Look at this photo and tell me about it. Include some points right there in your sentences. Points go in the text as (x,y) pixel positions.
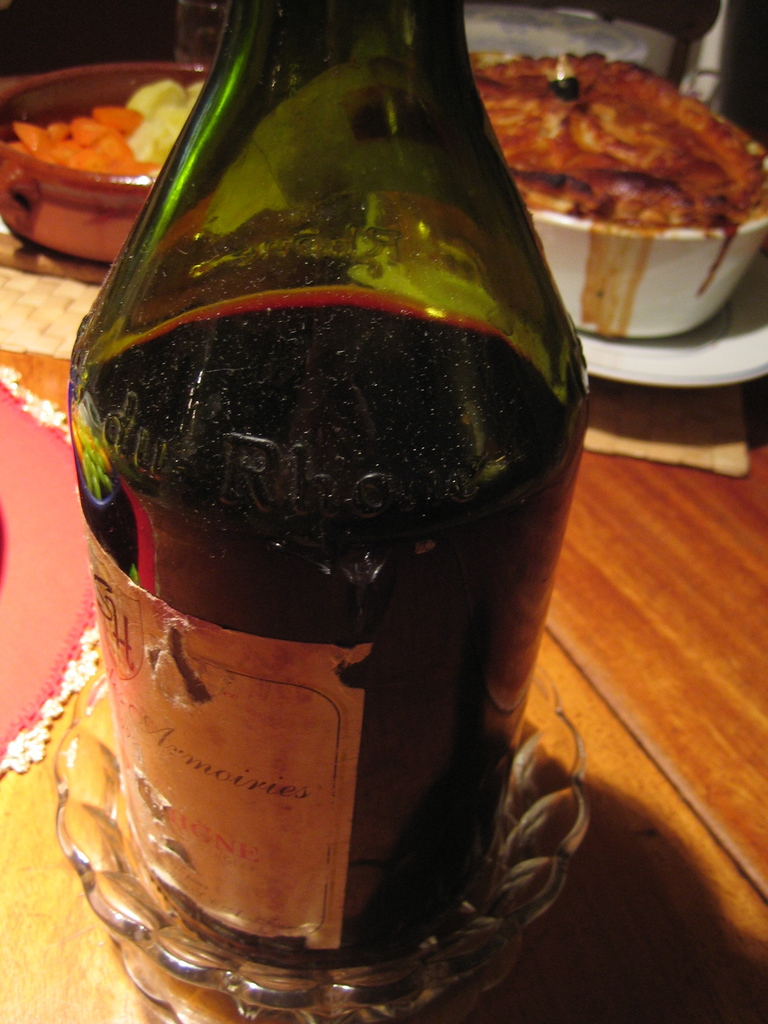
In this image there is a table (752,652) and we can see a bottle (331,594), bowls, placemats (22,305), napkins (33,590) and some food (551,180) placed on the table (598,729).
